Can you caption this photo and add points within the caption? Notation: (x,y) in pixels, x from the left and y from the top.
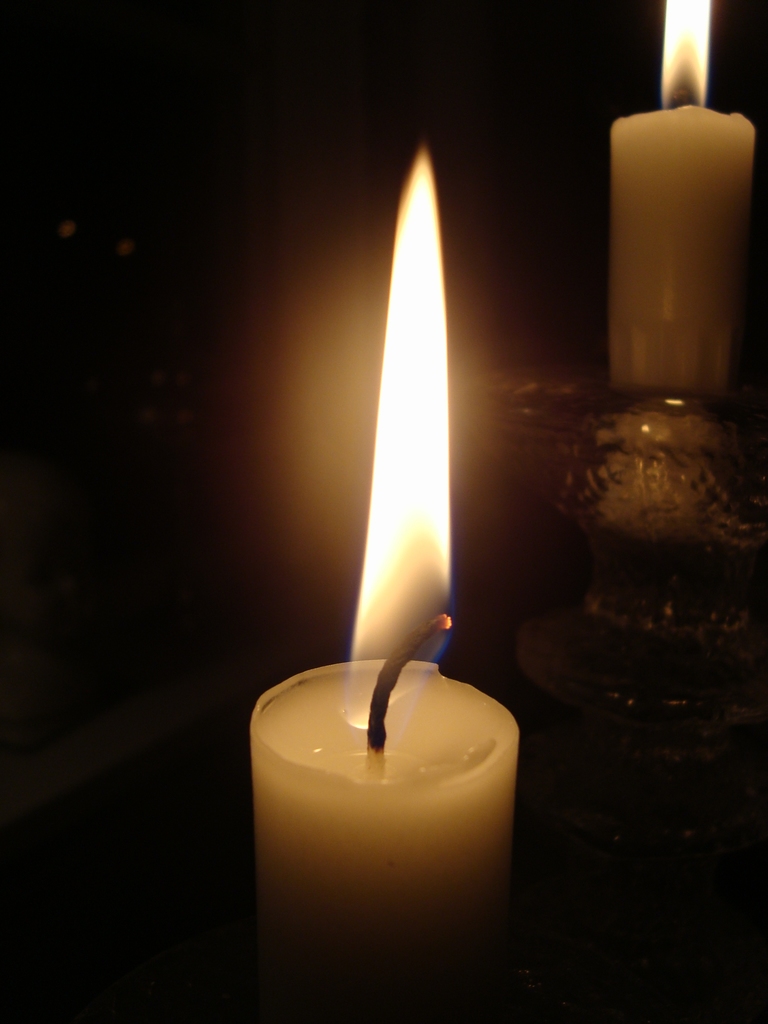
In this image I can see two candles (644,301). One candle (683,283) is placed in the bowl (637,498). The background (219,97) is in black color.
